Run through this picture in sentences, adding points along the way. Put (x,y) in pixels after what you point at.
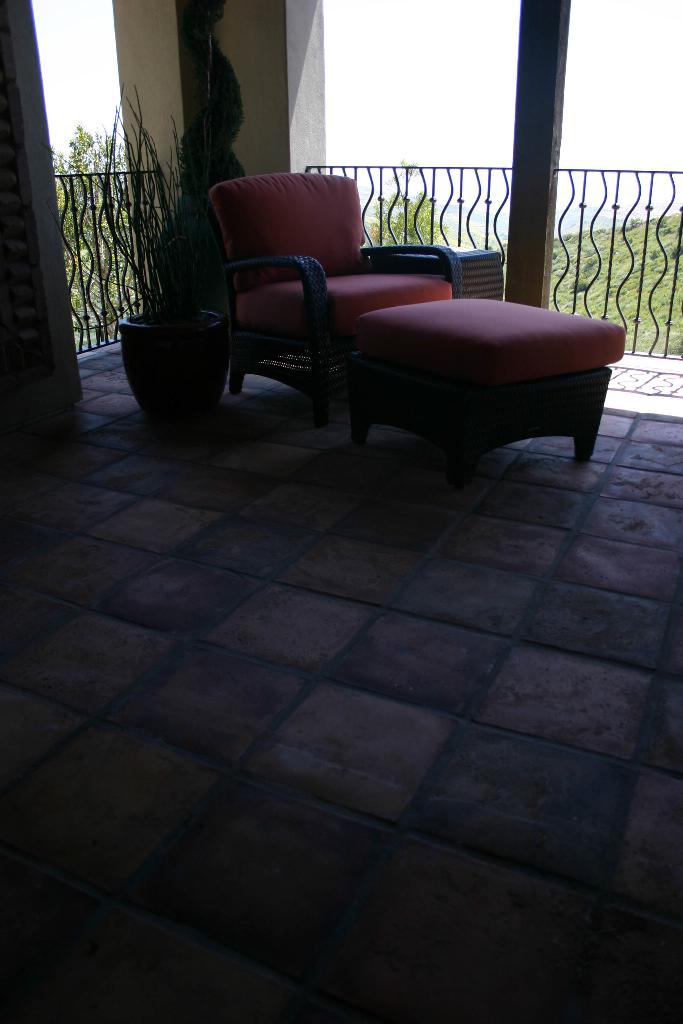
The image is inside the room (330,965). In the image there is a couch (301,240) on right side (461,334) in background (126,159) we can see a metal fence (94,216), trees (84,138) and sky (443,41) is on top (431,72).
